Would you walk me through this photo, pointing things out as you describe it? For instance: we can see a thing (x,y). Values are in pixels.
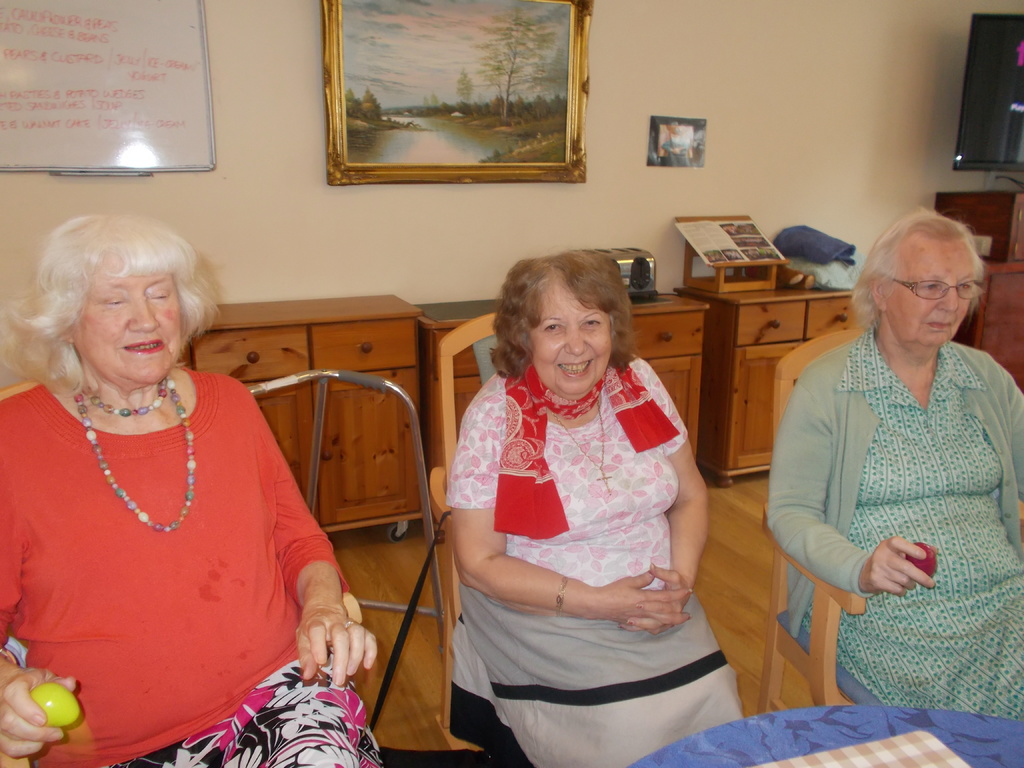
This picture shows three woman (575,676) seated on the chairs (446,389) and we see a photo frame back of them and we see a white board (210,89) and a table (1010,764) in front of them.
